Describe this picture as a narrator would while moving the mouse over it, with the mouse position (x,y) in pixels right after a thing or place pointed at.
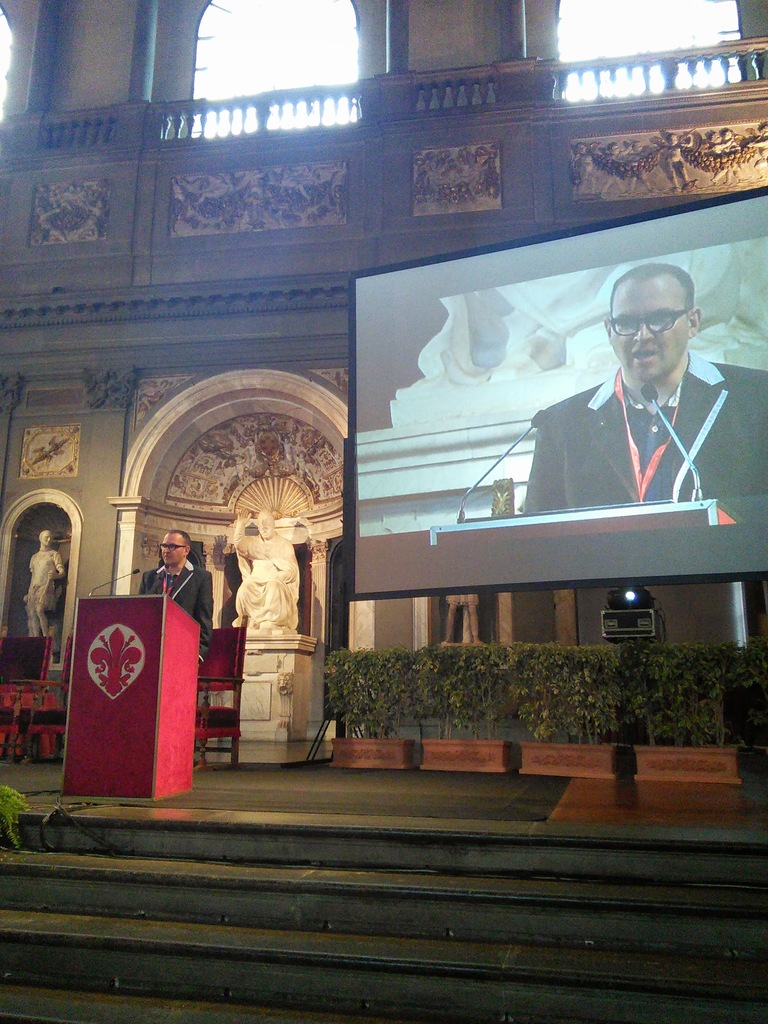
In the picture we can see a part of the building (74,174) with some architecture (336,614) and sculpture (248,521) near it and in front of the building (317,625) we can see a man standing near the desk (197,623), which is red in color and talking into the microphone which is to the desk (109,618) and beside it we can see the screen (396,321) with a reflection of a man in it.
